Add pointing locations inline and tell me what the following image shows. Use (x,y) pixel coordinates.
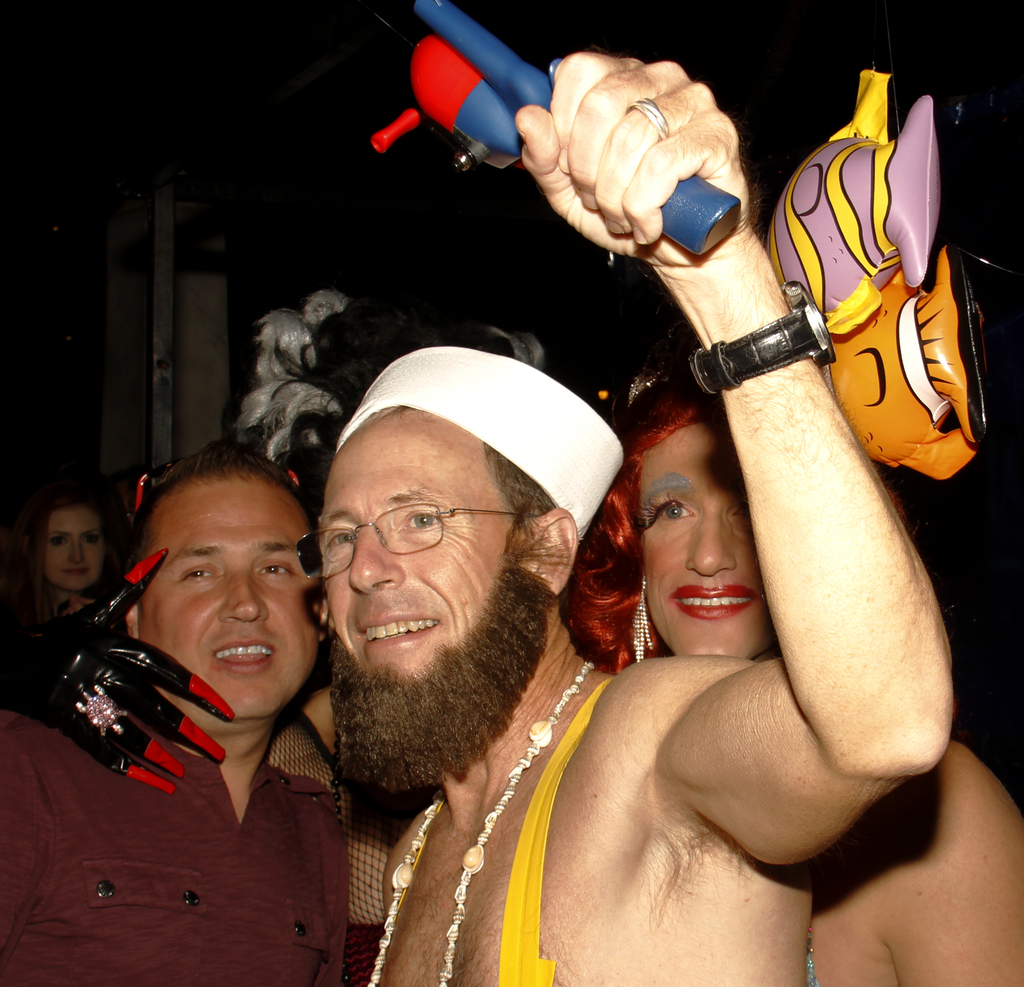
In this image in the center (579,493) there are some people (430,783) who are standing and some of them are wearing some costumes (604,548) and there are two air balloons (874,296), in the background (262,265) there is wall (221,316).
